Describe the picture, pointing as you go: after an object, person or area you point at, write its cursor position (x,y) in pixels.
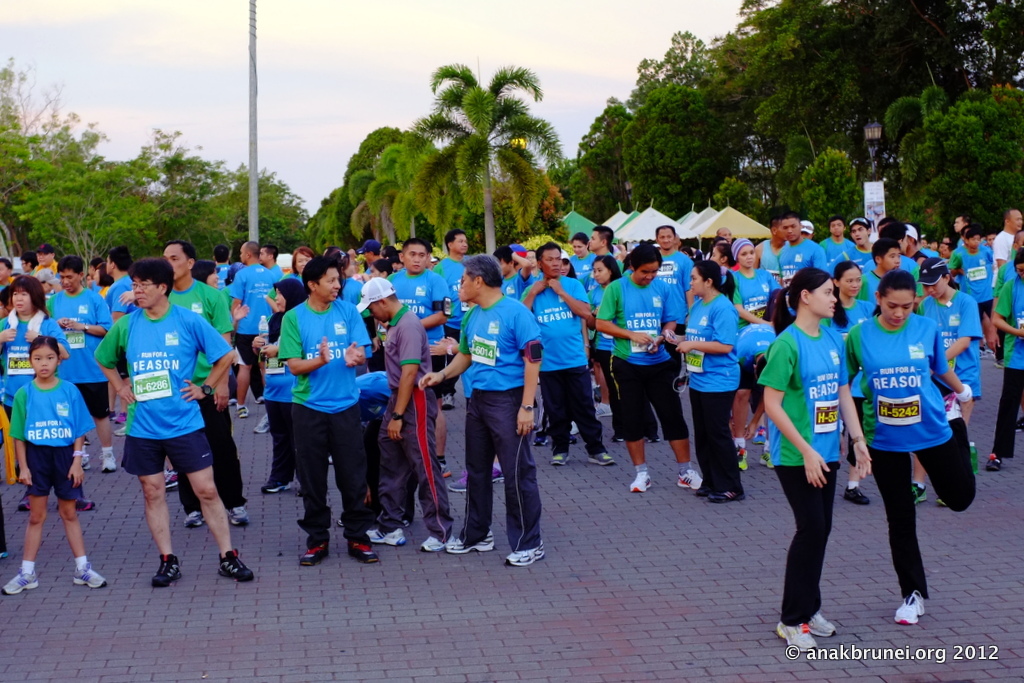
In this picture we can see group of persons (510,404) standing on the street (613,502). Most of them are wearing blue t-shirts (631,306). In the background (947,150) we can see trees (964,163), tents (726,227), streetlight (871,172) and board (876,192). On the top (559,33) we can see sky (443,21) and clouds (472,26). On the bottom right corner (809,658) there is a watermark (965,653).
